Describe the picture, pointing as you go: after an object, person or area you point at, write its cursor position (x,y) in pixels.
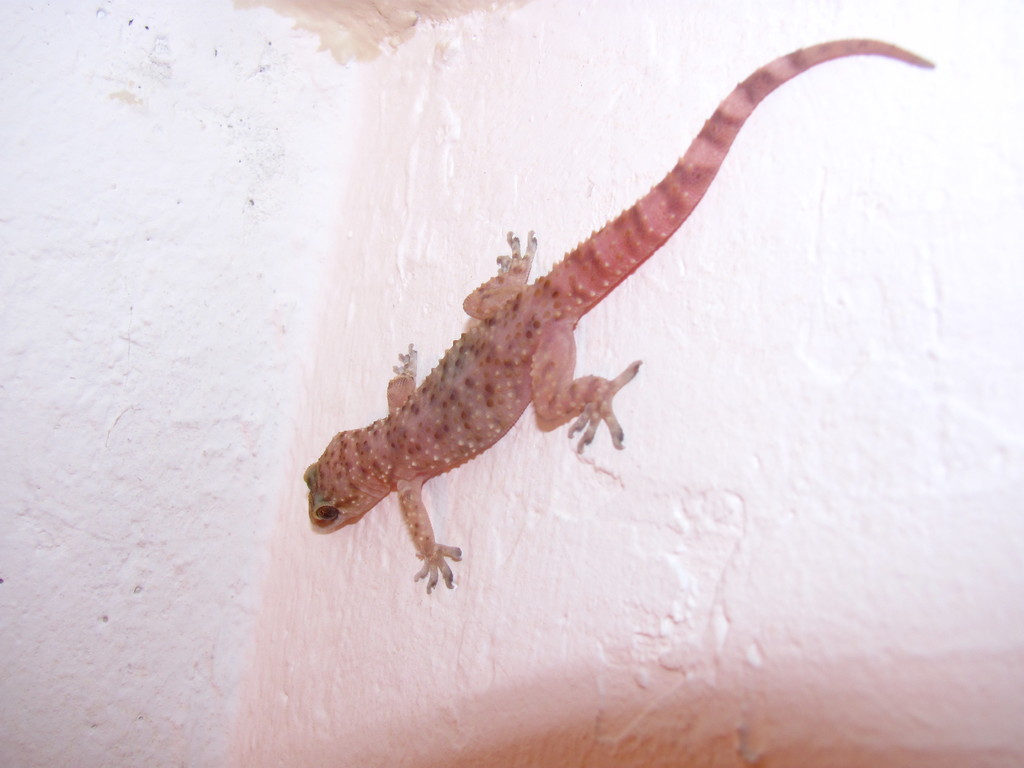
In this image we can see there is a lizard (421,389) on the wall (433,355).
